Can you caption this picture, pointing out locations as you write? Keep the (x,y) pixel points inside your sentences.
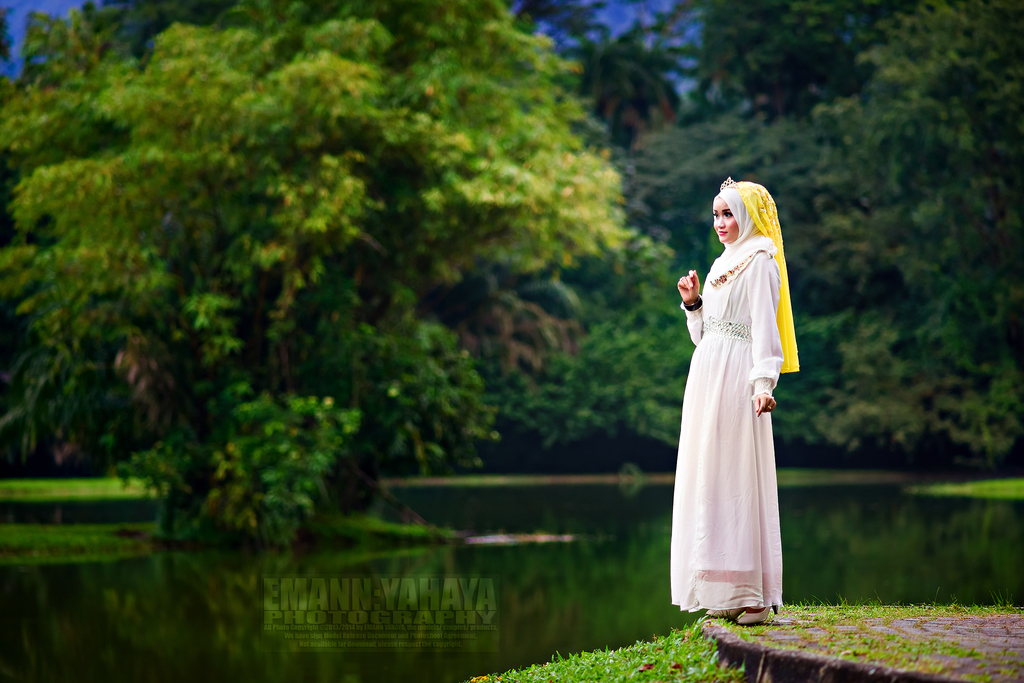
In this picture we can see a girl (740,363) standing, at the bottom (683,665) there is grass (660,661), we can see water (573,567) in the middle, in the background (365,245) there are some trees (361,240), there is some text (390,601) at the bottom (371,610).
